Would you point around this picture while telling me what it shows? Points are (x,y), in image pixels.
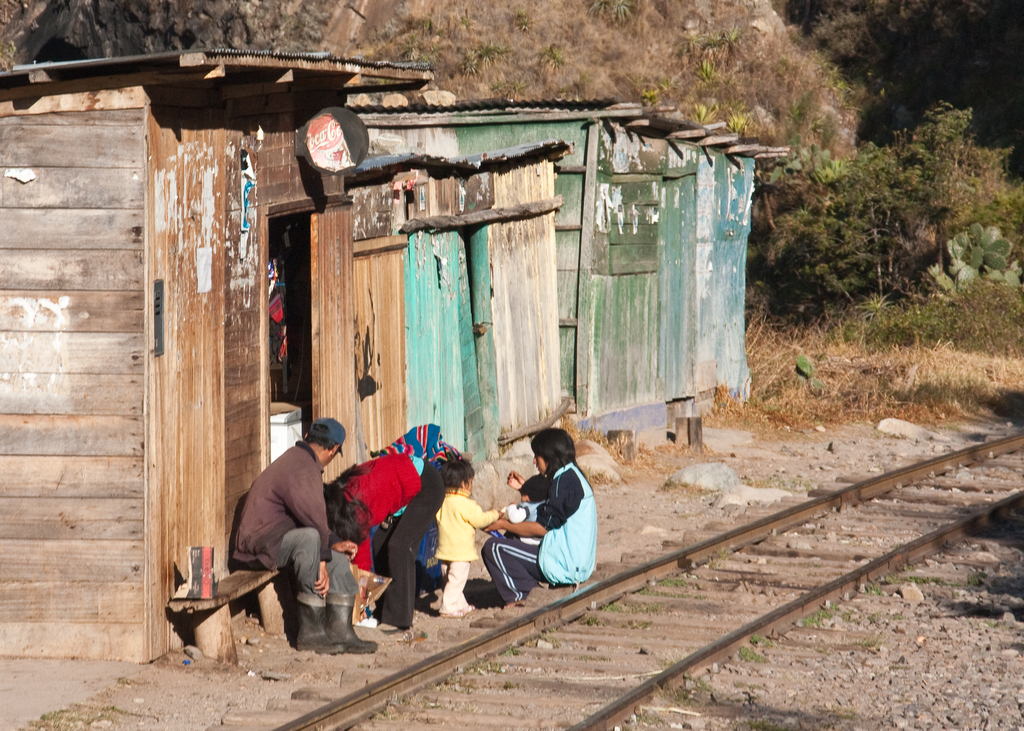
In this picture we can see some people (331,600) on the ground (189,713), railway track (943,507), bench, stones (998,660), plants (772,401), sheds (613,267) and some objects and in the background (897,223) we can see trees (868,254).
